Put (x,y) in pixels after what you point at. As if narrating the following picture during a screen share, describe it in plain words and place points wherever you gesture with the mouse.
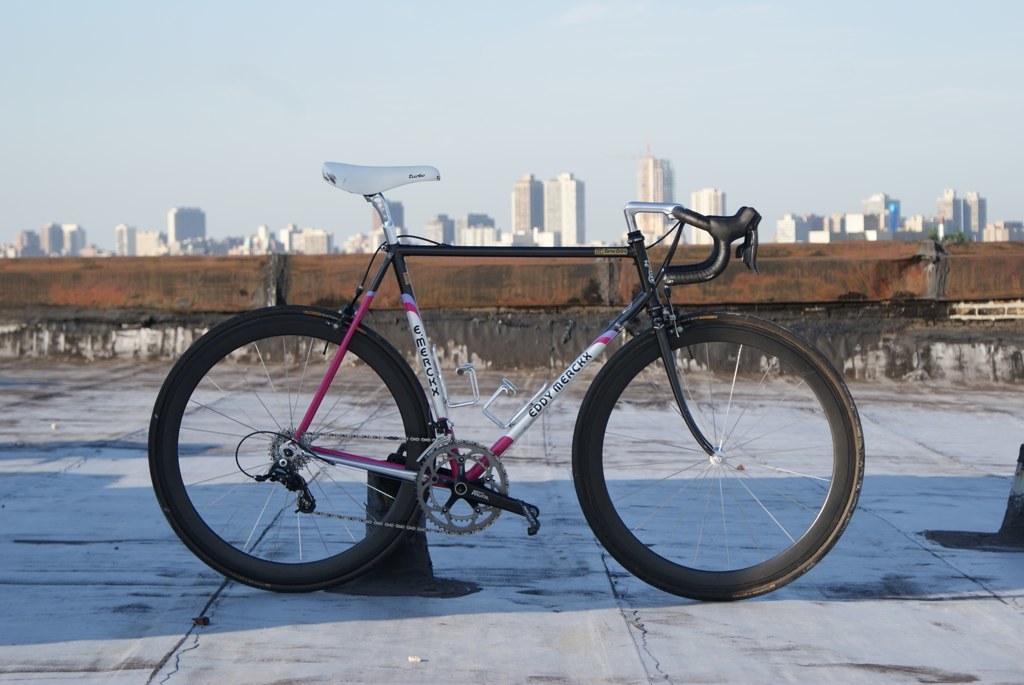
In this image there is a cycle (507,430) in the middle (364,328). In the background (252,282) there is a wall (228,256), Behind the wall (167,276) there are buildings (519,191). At the top (533,90) there is the sky (449,88).
